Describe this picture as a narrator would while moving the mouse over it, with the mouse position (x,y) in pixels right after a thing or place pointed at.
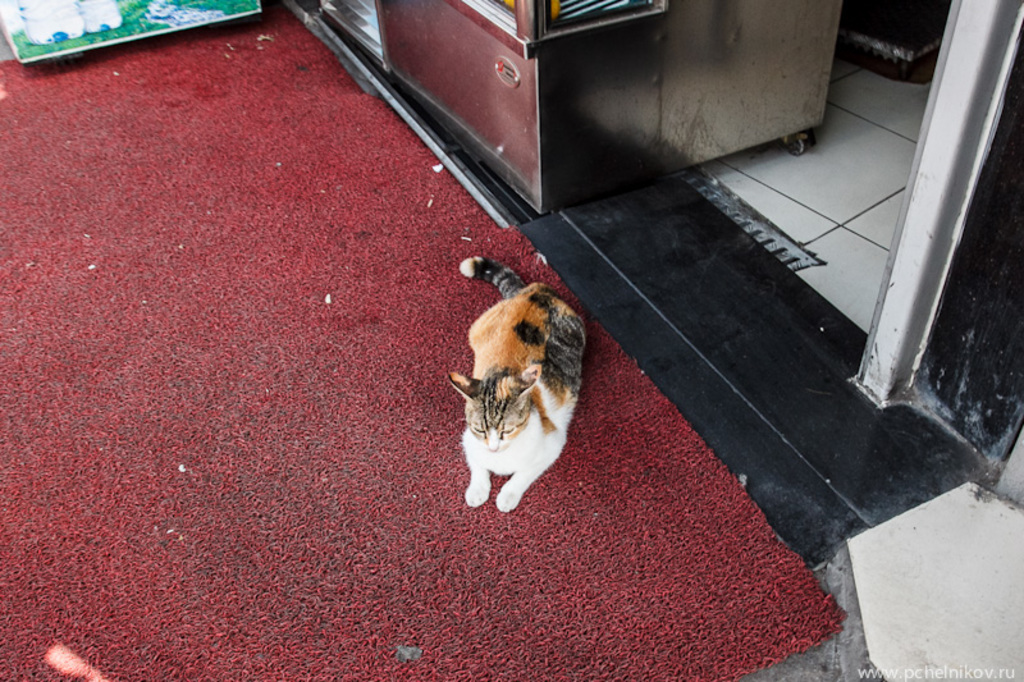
There is a cat (512,338) sitting on mat (581,401) and we can see mat (538,270) and maroon color object (569,115) on floor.
